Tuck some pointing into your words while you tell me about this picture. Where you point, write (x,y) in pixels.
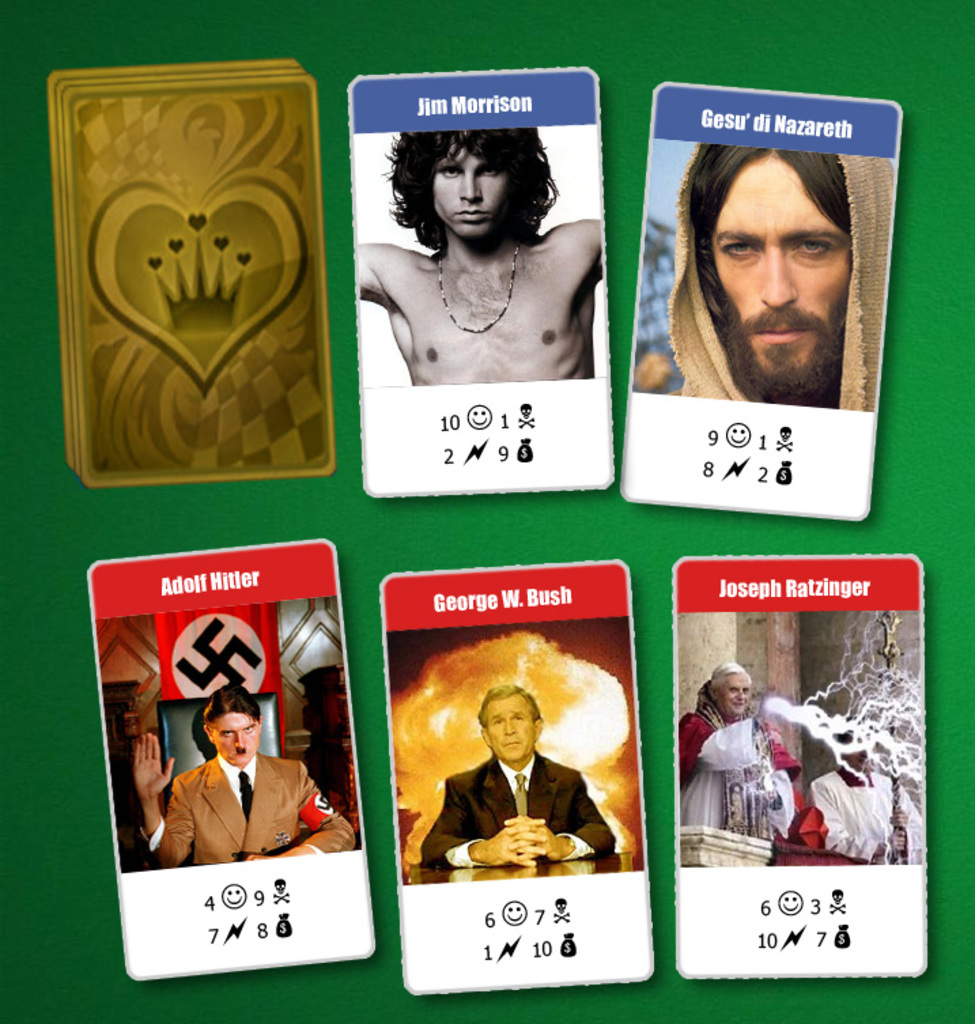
In this image there are few placards (506,760). Few cards (273,573) are having person images (415,757) and some text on it. Left side (192,314) there is a brown colour card (199,274) having a crown image (196,299). Left bottom there is a image (232,796) of a person (236,796) wearing suit (205,820) and tie (250,794) is sitting on the chair (269,742).
